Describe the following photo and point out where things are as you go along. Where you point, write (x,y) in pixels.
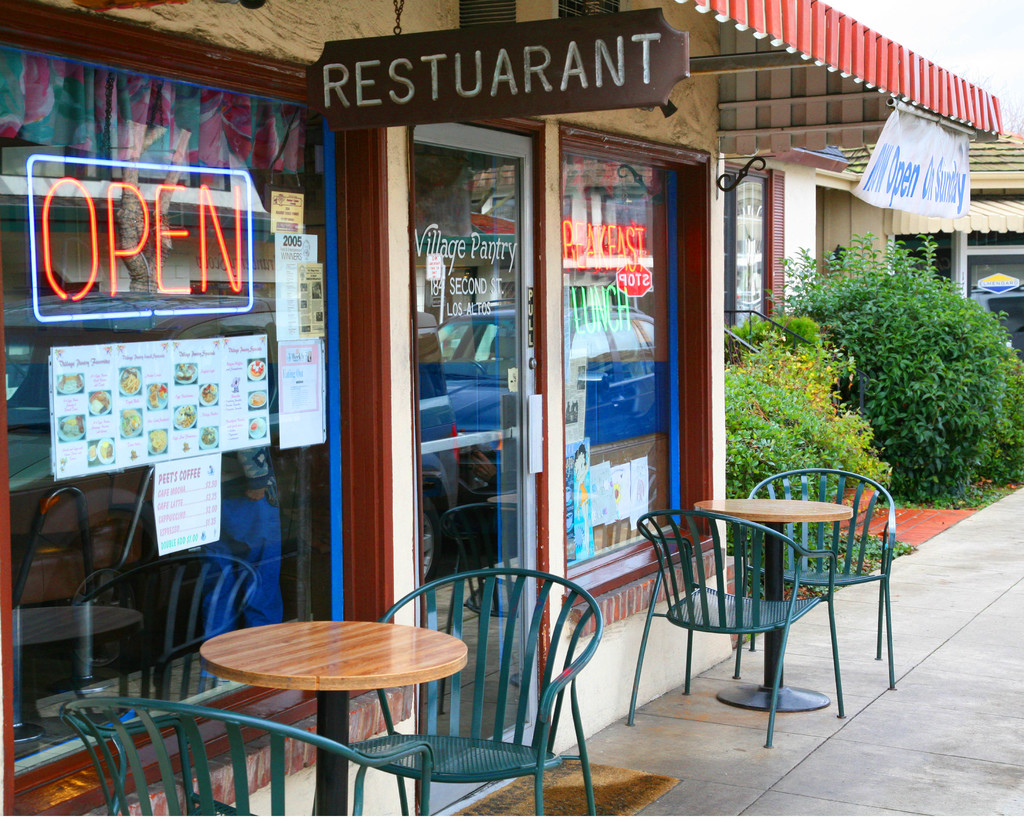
In this image I can see two tables (358,649) which are brown and black in color and few chairs (718,620) which are green in color on the floor (794,720). I can see few trees (902,341), few buildings (752,264), a white colored banner (901,146) and a brown colored board (460,52). In the background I can see the sky (983,11).
